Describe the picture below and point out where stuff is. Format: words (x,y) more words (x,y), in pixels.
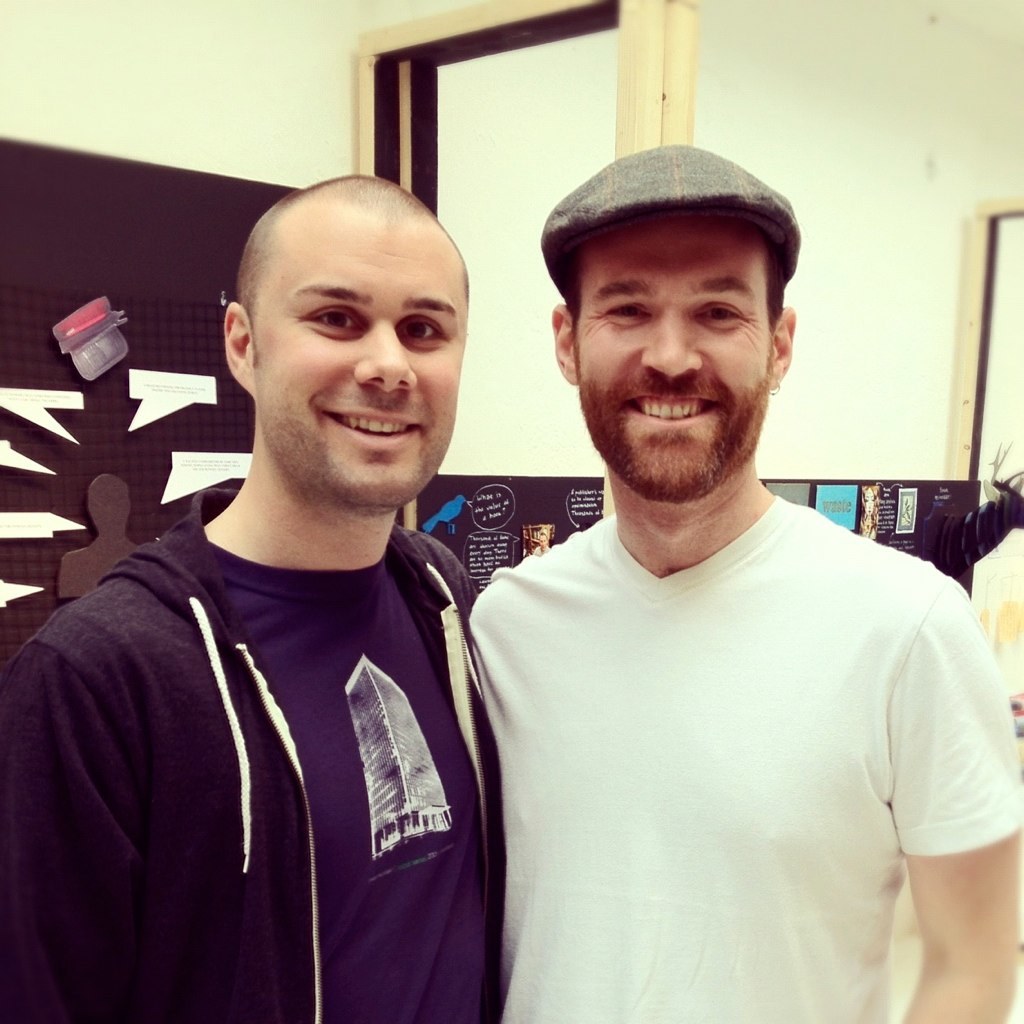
In this image I can see two men (136,745) are standing and I can see smile (352,411) on their faces (435,464). I can see one of them is wearing white t shirt (578,560), a cap (564,258) and another one is wearing black colour dress (150,684). In the background (463,487) I can see few boards (488,566) and on these boards (526,502) I can see something is written.
